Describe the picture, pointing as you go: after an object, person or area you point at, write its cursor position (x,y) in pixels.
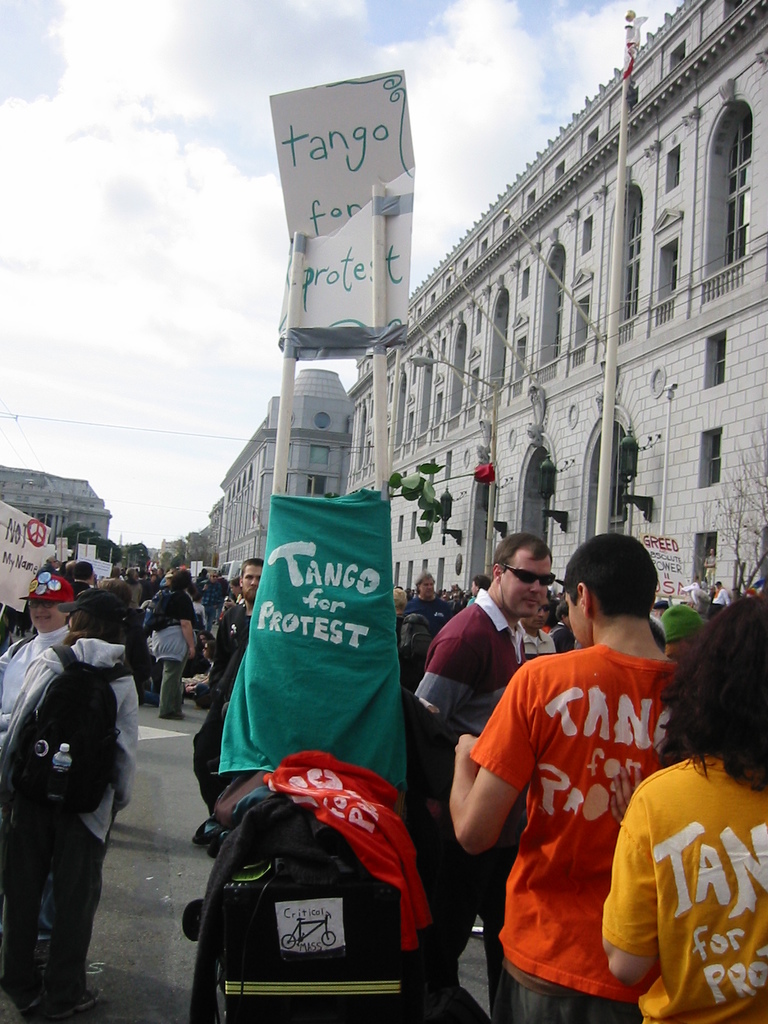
In this image I can see a crowd of people (575,673) visible in front of the building (525,241) and at the top (261,40) I can see the sky (120,175), in the foreground (353,611) I can see a rose flower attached to the stand (291,348), on the stand (378,357) I can see boards (350,176) and clothes (343,761) visible and I can see a building (76,485) visible on the left side (17,476).
